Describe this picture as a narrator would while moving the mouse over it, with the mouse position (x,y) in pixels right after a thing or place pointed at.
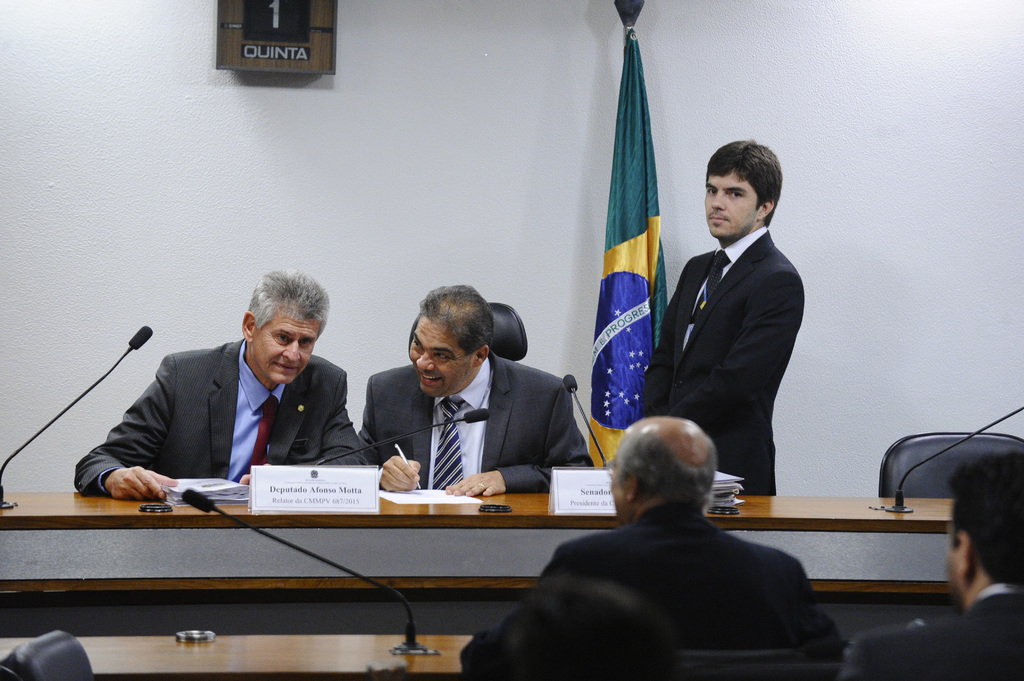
On the background (258,60) we can see clock (282,60), wall (396,158). This is a flag (615,279). We can see two men (336,409) sitting on chairs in front of a table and talking. We can see this man (422,436) holding a pen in his hand (413,483) and writing on paper (437,501). On the table (438,507) we can see name board (556,507), papers (738,491) and mike's (718,507). We can see a man (700,344) standing beside to these men (535,452). Near to the table (382,650) we can see few persons (881,645) sitting on chairs (804,668).
